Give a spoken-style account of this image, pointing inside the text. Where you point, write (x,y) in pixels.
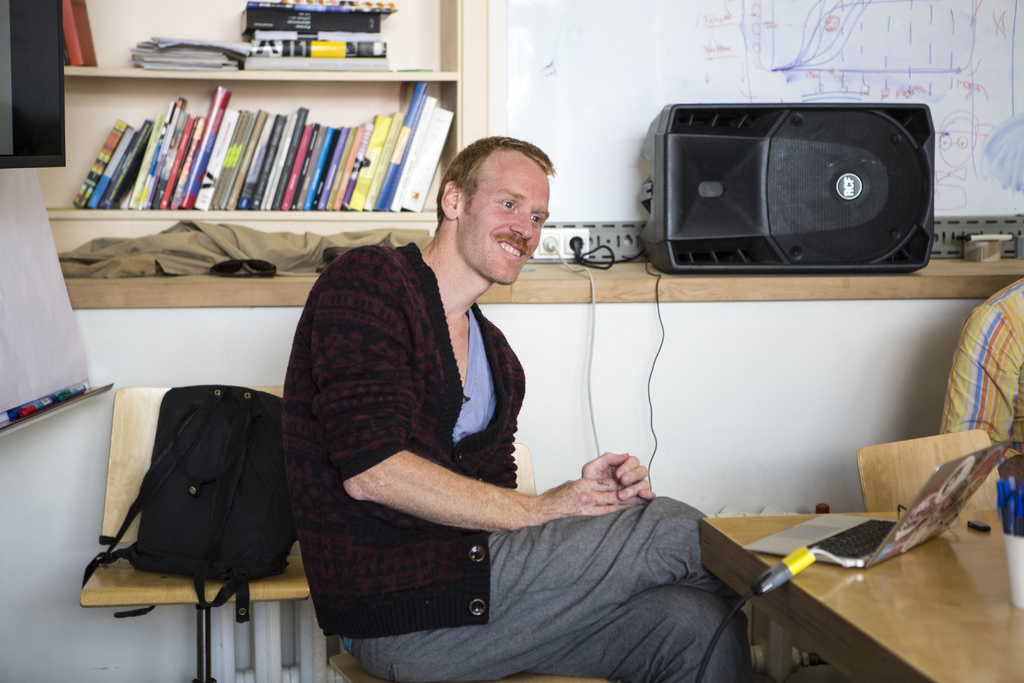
In this picture I can see two persons (644,670) sitting. I can see a laptop (979,471) and some other objects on the table (851,674), chairs (898,453), speaker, white board (921,29), bag (237,497) on the chair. I can see books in the racks (159,35) and some other objects (44,79).
